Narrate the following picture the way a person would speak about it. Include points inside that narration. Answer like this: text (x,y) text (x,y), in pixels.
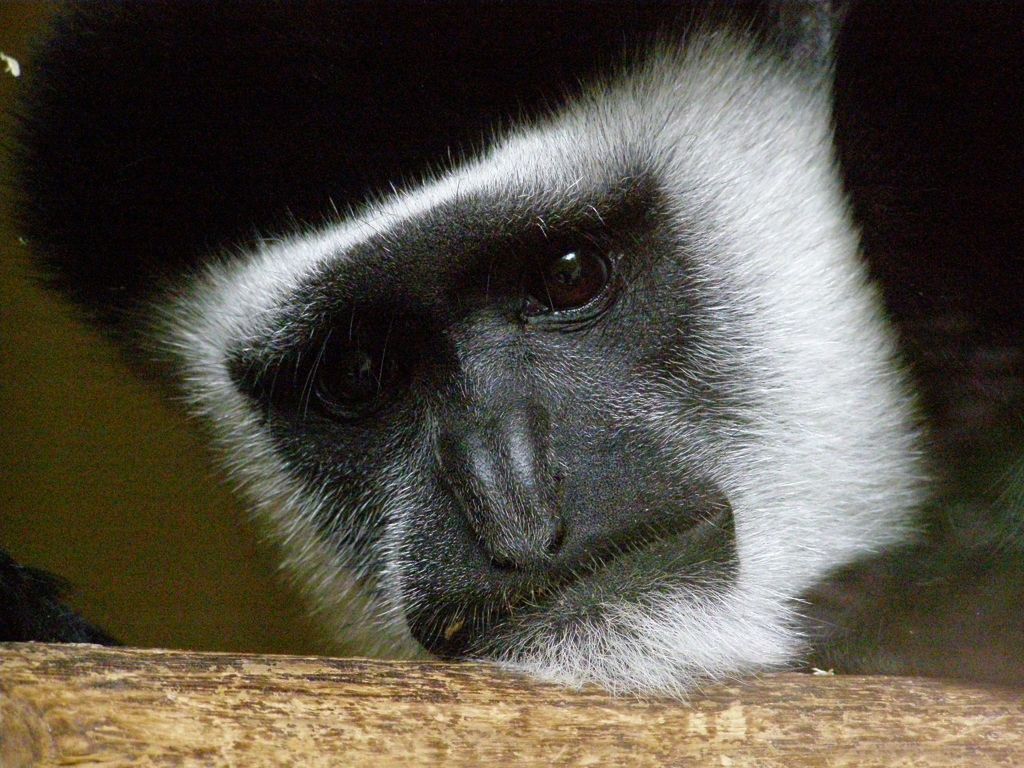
In this picture I can see a monkey (403,421) which is of white and black in color and I see the brown color thing (357,732) on the bottom of this image (496,716).
